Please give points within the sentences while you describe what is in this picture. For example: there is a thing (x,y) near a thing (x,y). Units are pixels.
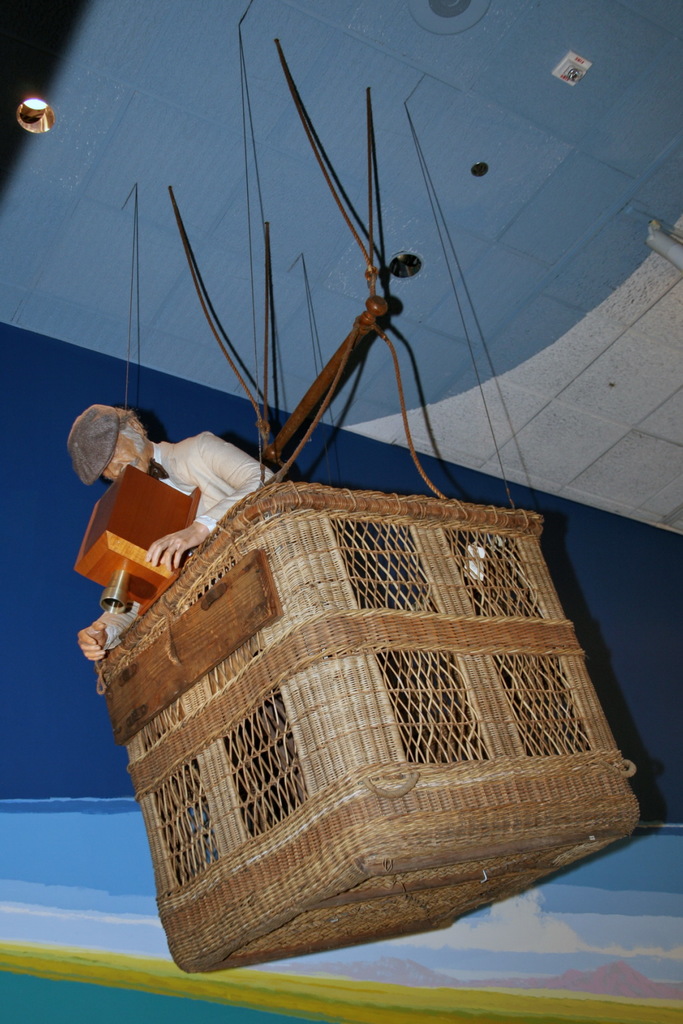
As we can see in the image there is a wall (81,791) and basket (249,722). In basket (247,597) there is a person (194,479) wearing hat (77,430) and white color dress (191,489).
